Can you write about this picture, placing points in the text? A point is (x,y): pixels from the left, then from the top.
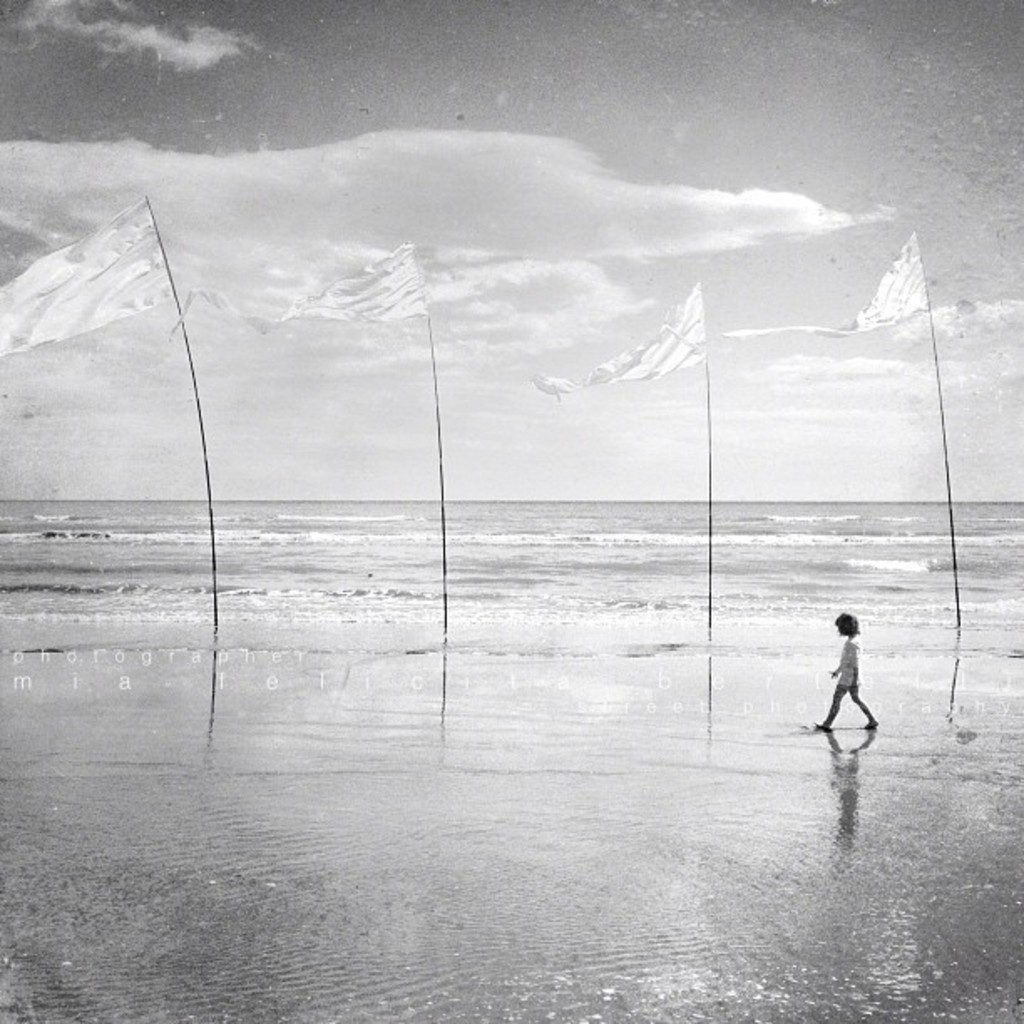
This is a black and white image. In the center of the image (453,549) we can see the flags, poles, water (356,632) and some text (325,692). At the bottom of the image (328,799) we can see the soil (377,934). At the top of the image (444,100) we can see the clouds (371,194) are present in the sky (659,138). On the right side of the image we can see a person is walking.
